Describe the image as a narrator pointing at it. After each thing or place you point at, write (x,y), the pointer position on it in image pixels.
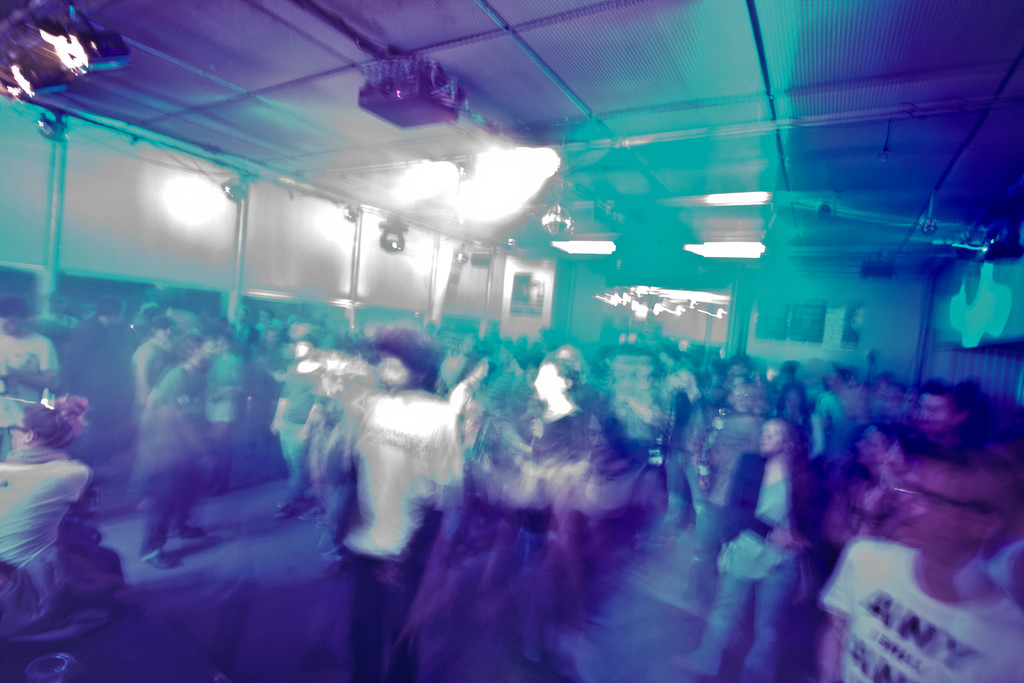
Many people (131,336) are present in a room (843,348). There are lights (25,58) on the top (51,63).
